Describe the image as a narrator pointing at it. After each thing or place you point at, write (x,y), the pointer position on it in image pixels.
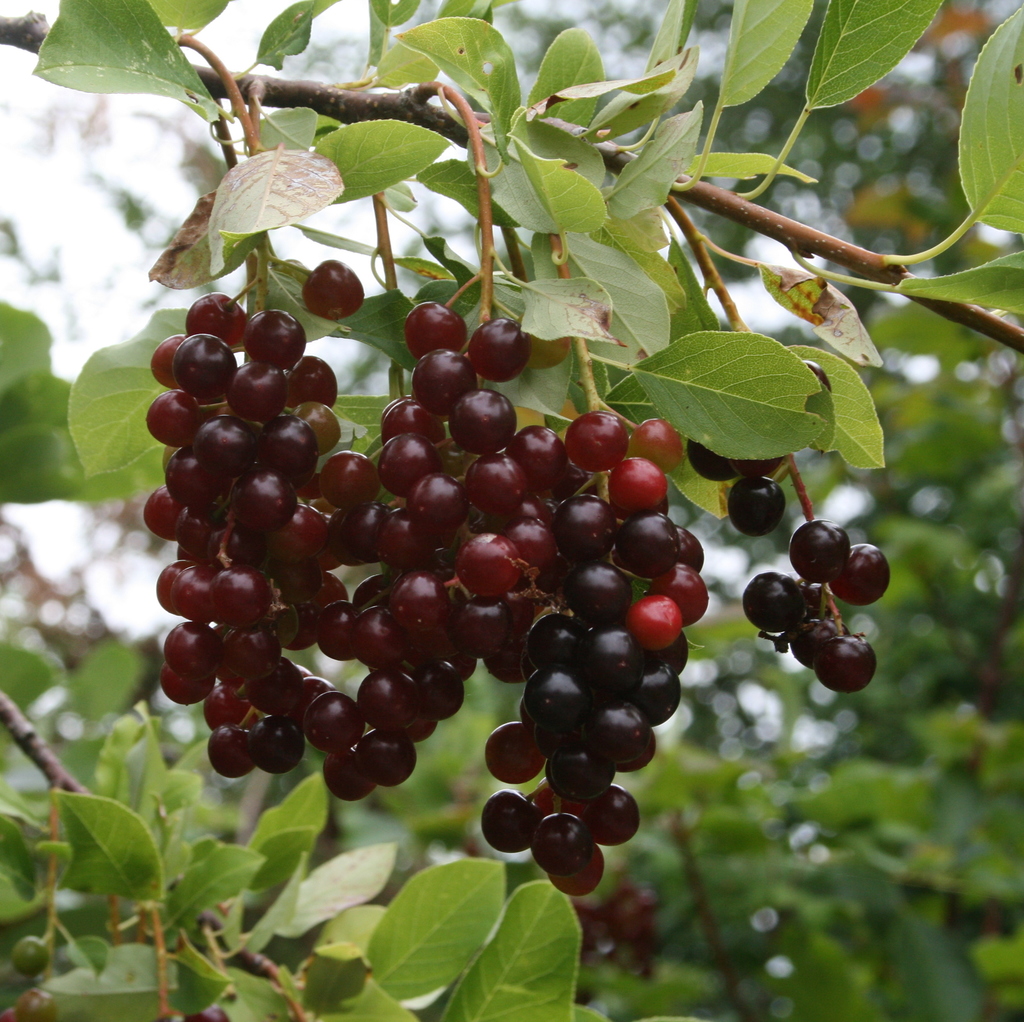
We can see trees (876,510) and cherries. In the background (79,207) we can see sky (358,24).
